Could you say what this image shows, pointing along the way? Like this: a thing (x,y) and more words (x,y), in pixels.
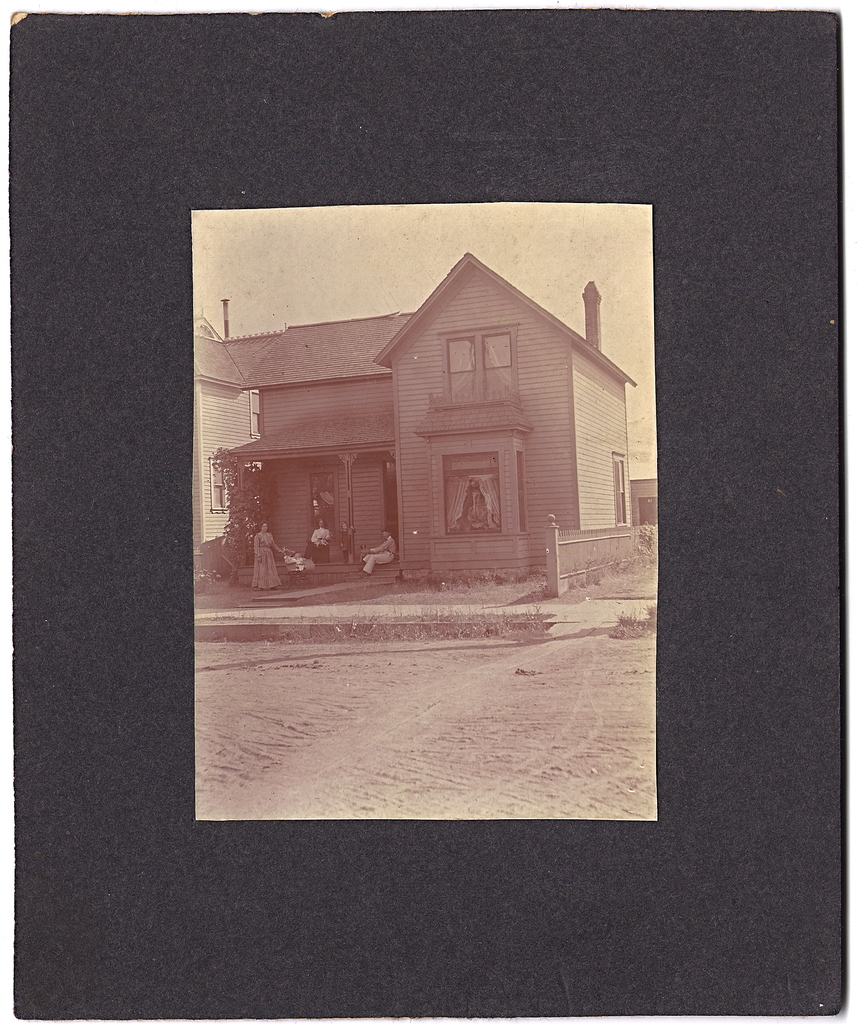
In this image in the center (438,638) there is a photo (286,415), and in the photo (456,476) there is a house (360,500), sand (252,655) and some people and trees (233,495) and in the background (384,858) it looks like there is a board (283,76).
